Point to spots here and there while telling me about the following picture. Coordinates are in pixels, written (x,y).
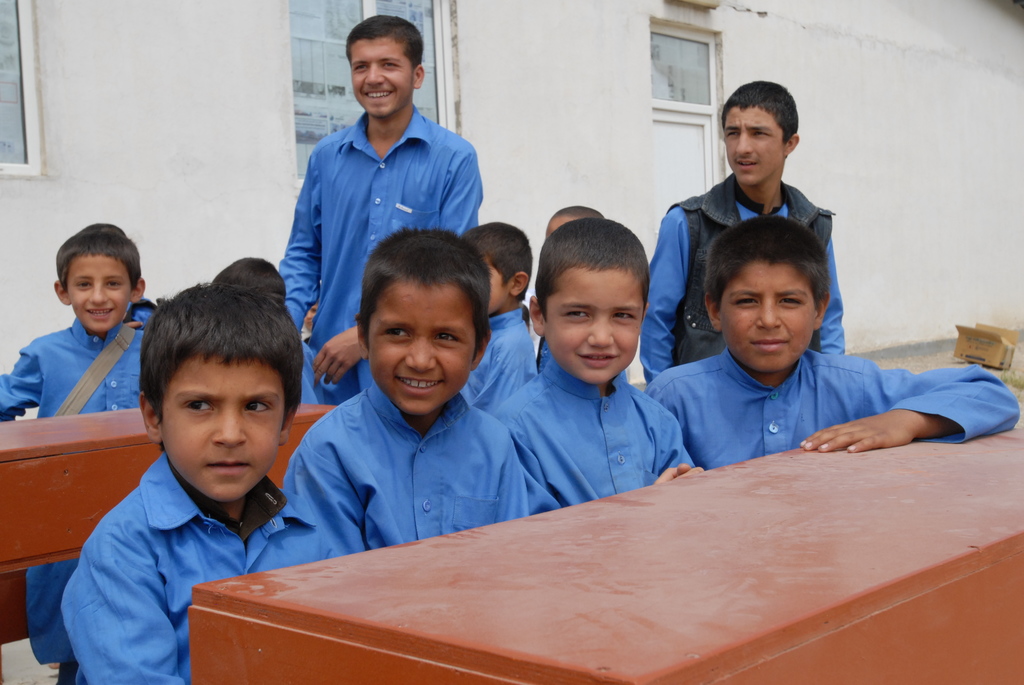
In this image we can see a group of people (395,460) where some of them are sitting and standing around the tables (721,503), there we can see few windows (292,109), a door (675,106) and a cardboard box (979,341).
